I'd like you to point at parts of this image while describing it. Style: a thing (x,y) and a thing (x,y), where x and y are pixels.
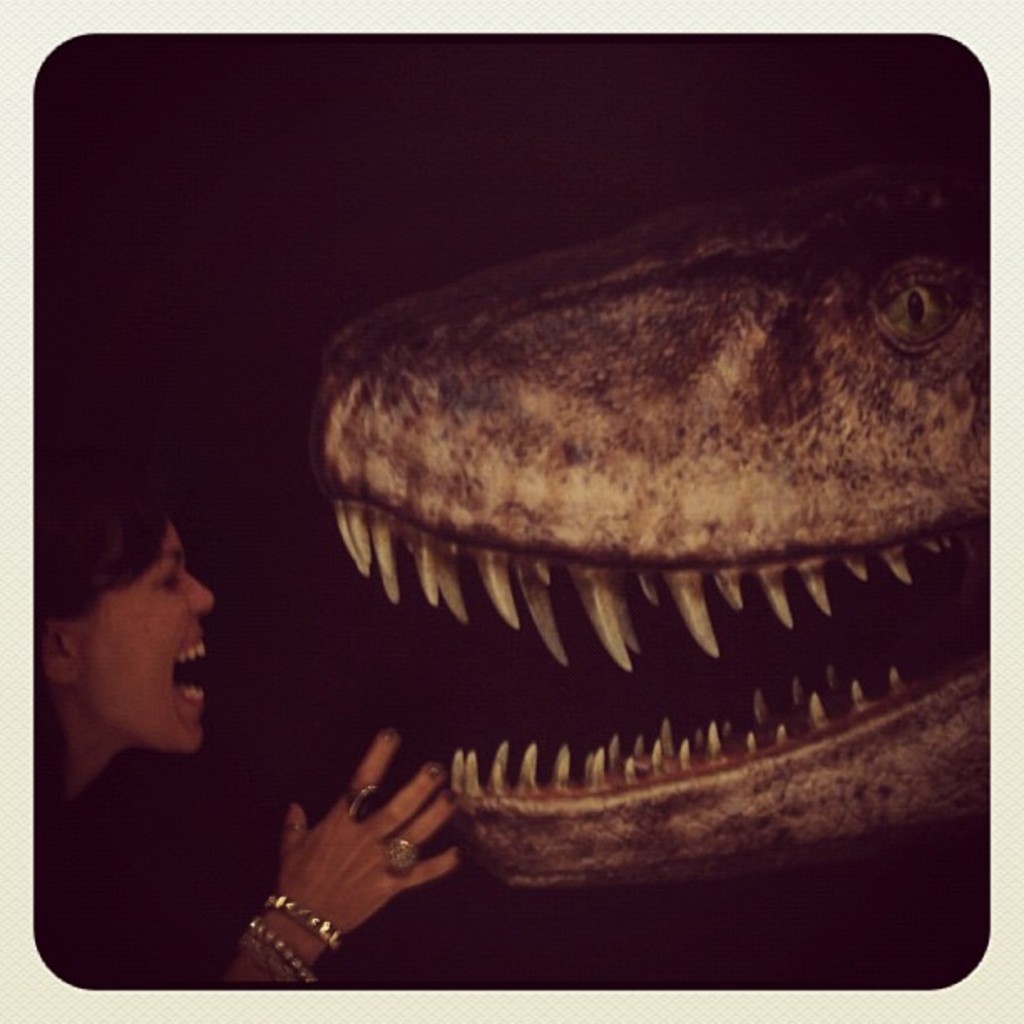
In the picture I can see a person (154,736) standing near the animal (460,551).
